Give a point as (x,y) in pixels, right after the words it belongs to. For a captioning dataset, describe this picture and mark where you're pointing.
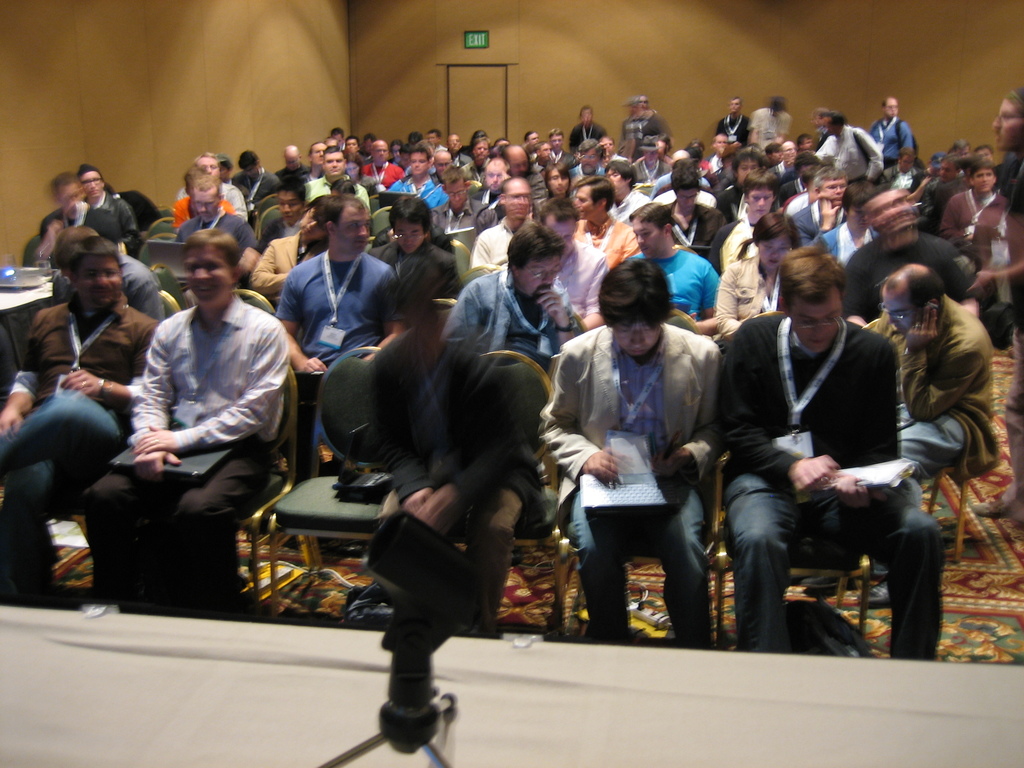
In this image there are many people (383,401) sitting on the chairs (308,514). On the right (998,277) there is a woman (997,515) she is standing, her hair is short. In the background (734,123) there are some people (823,122) they are standing. In the middle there is one empty chair (317,502). In the left (53,299) there is a table (32,299) on that table (49,287) there is a projector (20,286). I think they are attending for a class or meeting.
